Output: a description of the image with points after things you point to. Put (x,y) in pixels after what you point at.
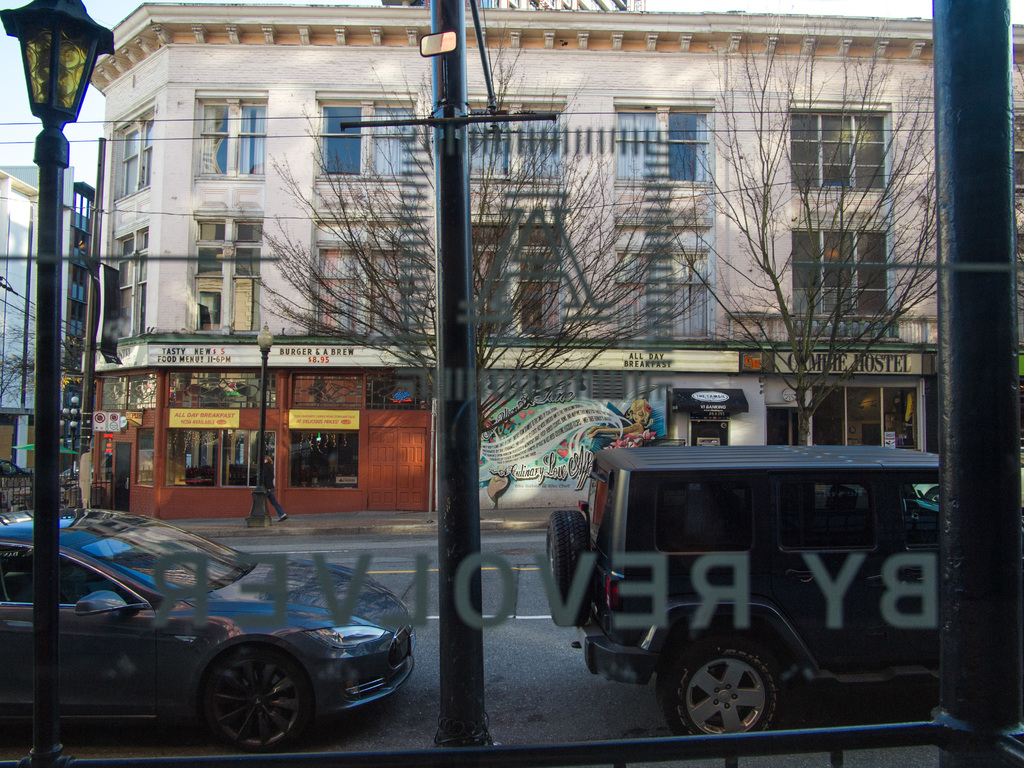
In this image I can see few poles (957,606), few trees (429,304), few vehicles (824,546) on the road (406,686) and few buildings (404,289). I can see few windows (622,171) of the buildings (386,129) and in the background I can see the sky (11,121).
